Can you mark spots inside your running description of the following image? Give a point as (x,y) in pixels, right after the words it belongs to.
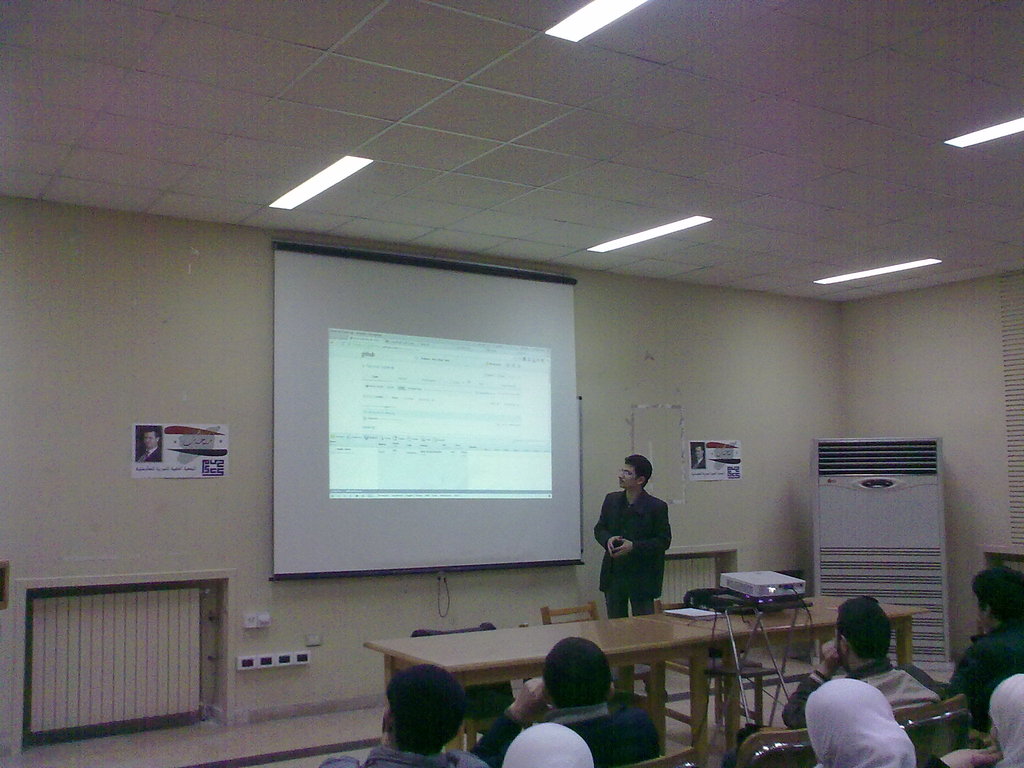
In this image I can see number of people (1005,720) where in the front (402,710) I can see most of them are sitting on chairs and in the background (638,471) I can see one is standing. In the centre of this image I can see few tables (477,673) and on it I can see a projector machine (780,583). In the background (576,449) I can see a projector screen (450,556) and few posters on the wall (771,467). I can also see few other things (725,557) in the background (893,578) and on the top of this image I can see few lights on the ceiling (426,130).
